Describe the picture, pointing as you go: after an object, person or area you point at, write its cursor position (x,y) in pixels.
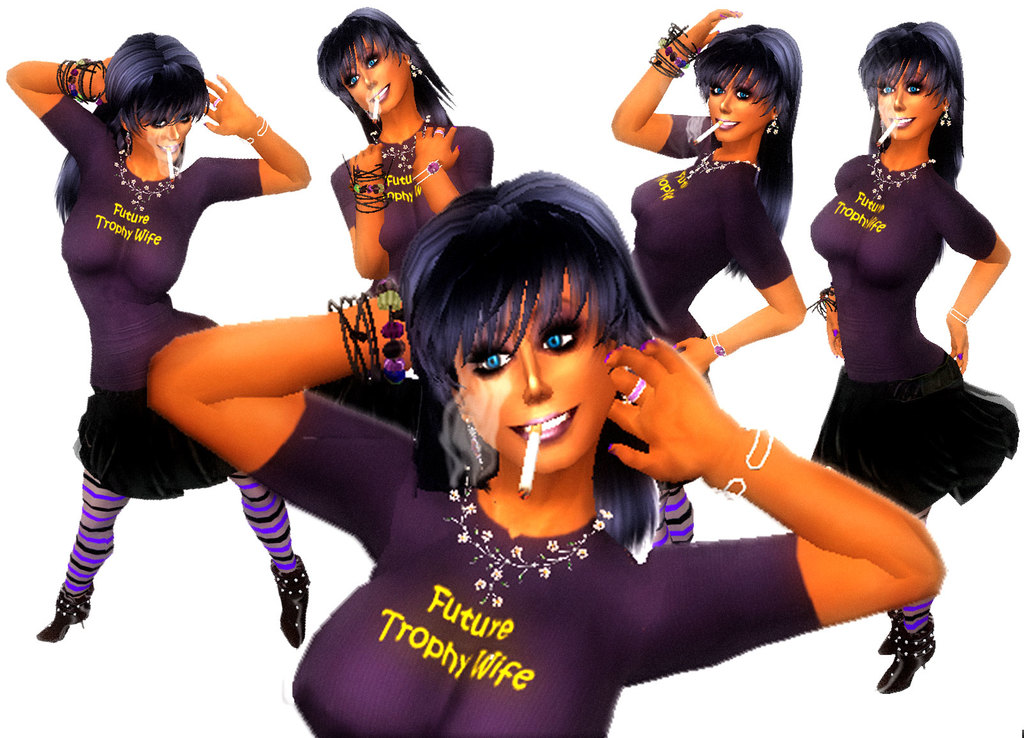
This is an animated image. In this image we can see the same person (518,355) in different places and having cigarette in their mouths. In the background (225,55) the image is white in color.
